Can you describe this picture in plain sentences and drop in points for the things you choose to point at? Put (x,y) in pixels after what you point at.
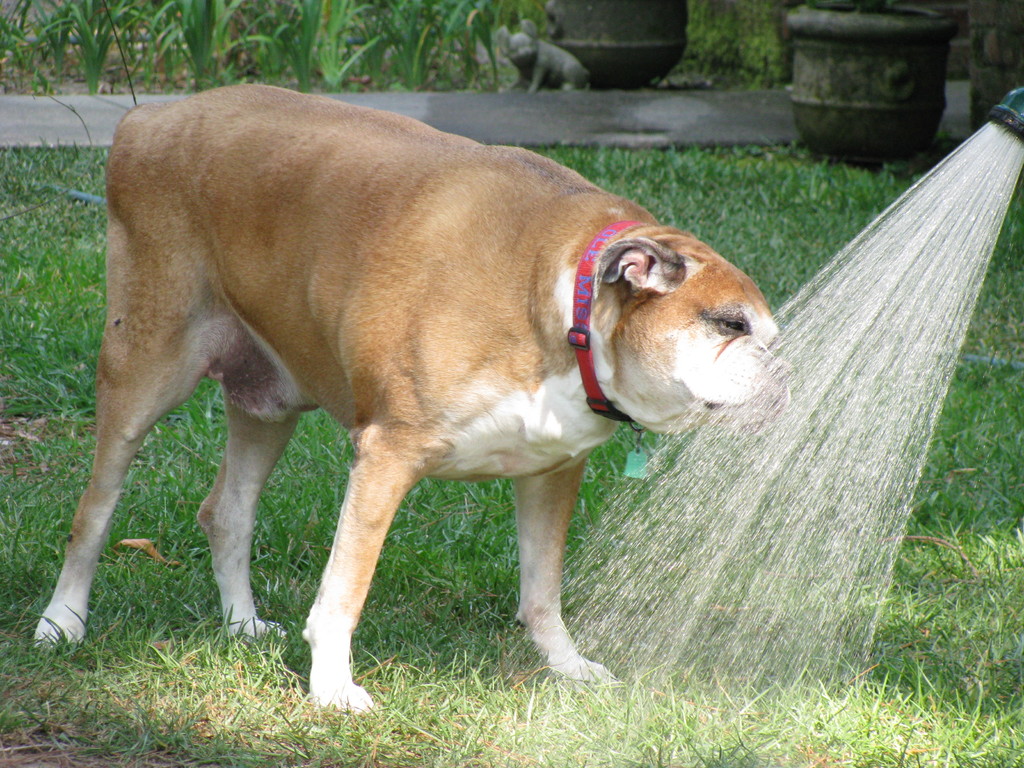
This image consists of a dog (412,386) drinking water (751,487). To the right (1008,103), there is a pipe (1023,97) from which water (874,318) is coming. At the bottom (387,747), there is green grass (543,736). In the background (571,28), there are flower pots (630,54) and plants (319,72).
